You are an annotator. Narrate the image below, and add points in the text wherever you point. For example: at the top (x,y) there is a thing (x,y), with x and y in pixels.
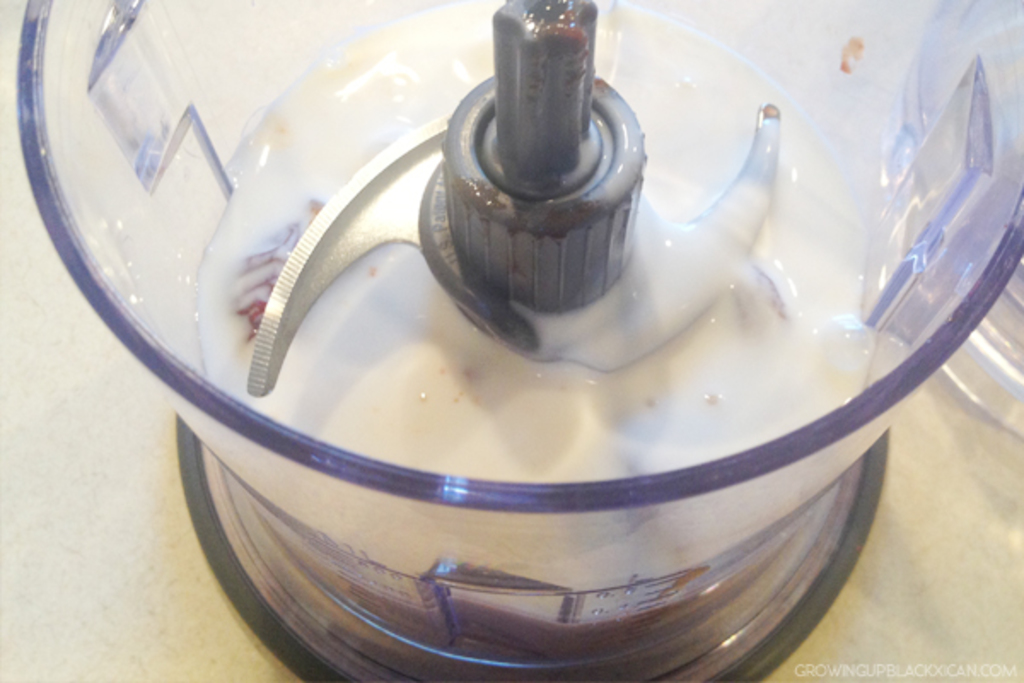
In this image we can see some white color liquid (631,383) in a juicer (554,537) which is on the surface (180,557). In the bottom right corner (913,675) there is text (873,671).
